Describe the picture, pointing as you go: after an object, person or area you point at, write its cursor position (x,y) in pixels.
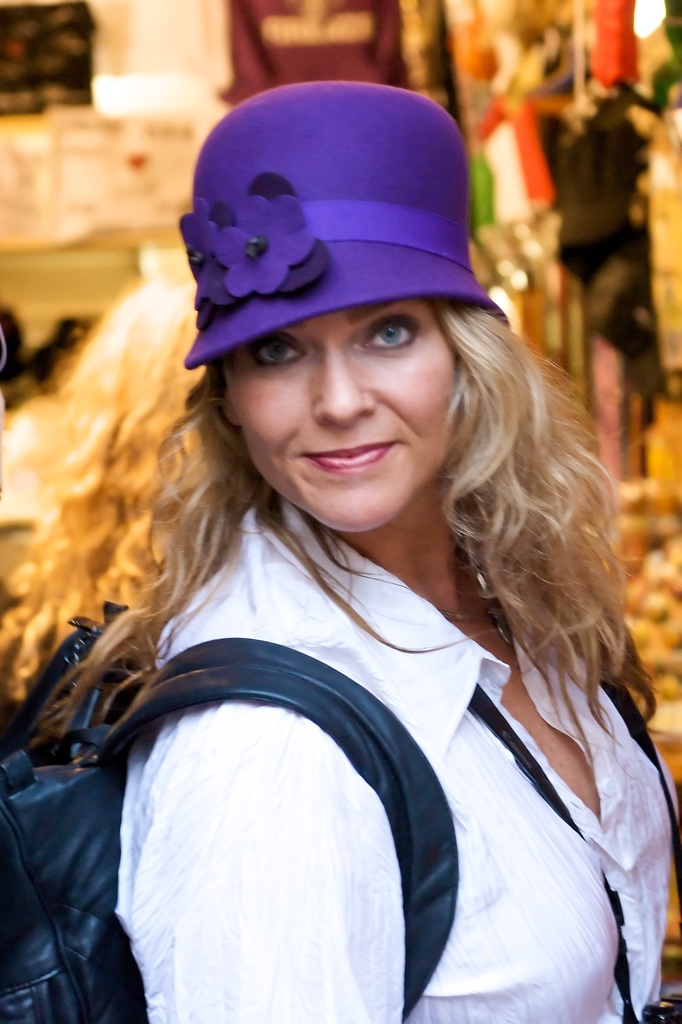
A woman (338,667) is carrying a bag (107,909) and an object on her shoulders (160,806) and neck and there is a cap (400,185) on her head (525,466). In the background (566,22) the image is blur but we can see clothes (341,11) and other objects (668,257).
